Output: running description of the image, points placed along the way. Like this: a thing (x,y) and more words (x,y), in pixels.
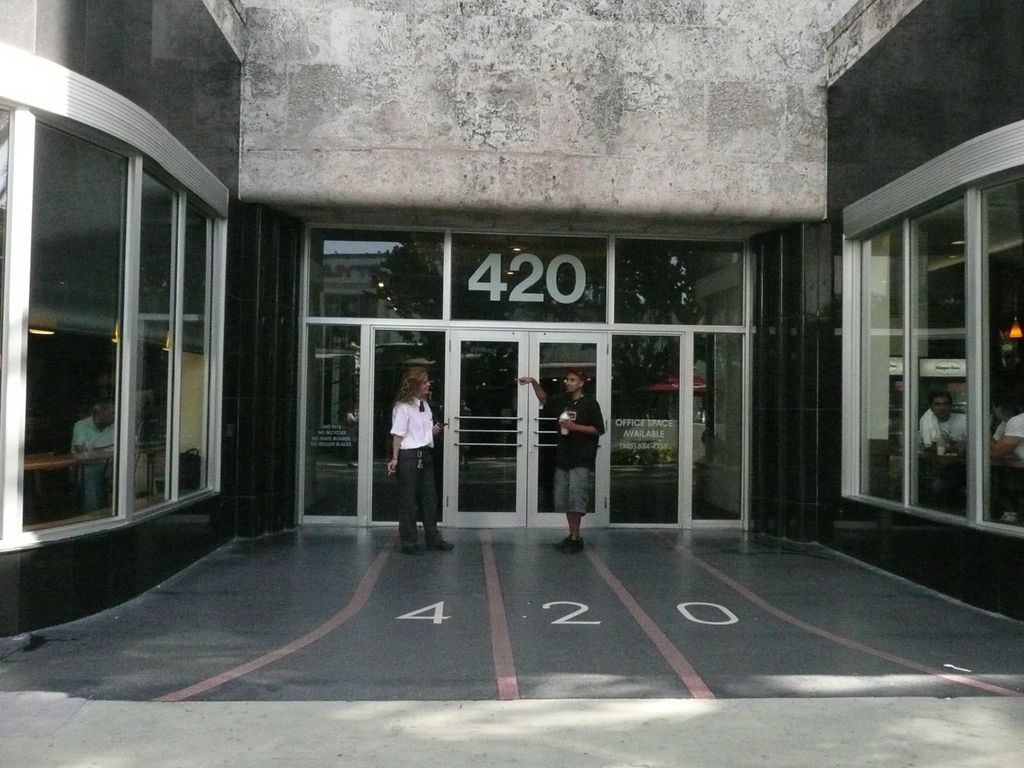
This image is taken outdoors. At the bottom of the image (487,709) there is a floor (484,697). In the background (475,276) there is a building (440,188) with walls (813,84) and glass doors (584,356). There is a number board (529,299). In the middle of the image (584,454) a man (571,453) and a woman (425,464) are standing on the floor (529,533).
